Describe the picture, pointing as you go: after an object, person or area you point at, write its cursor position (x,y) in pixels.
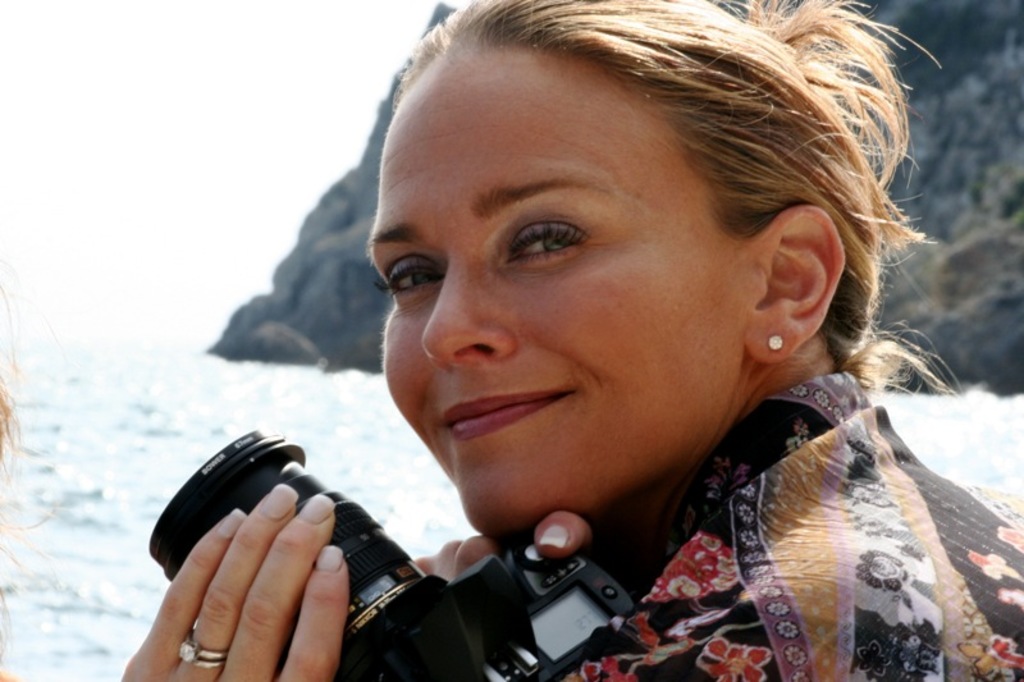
In this picture there is a woman (834,302) standing, smiling and she is holding a camera (191,484) in her hands (436,557) in the back of the mountain (1001,41) and water (116,380).
